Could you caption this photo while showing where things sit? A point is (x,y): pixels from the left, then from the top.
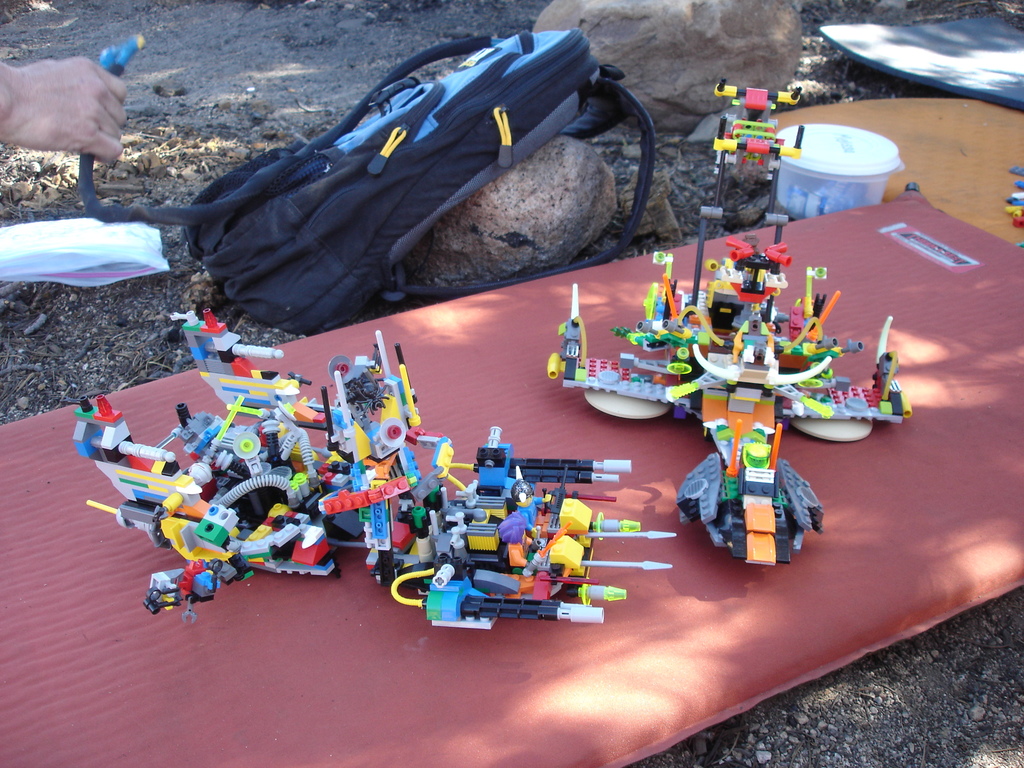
In this image we can see group of toys (491,533) placed on the surface (333,670). On the right side of the image (827,188) we can see a container (838,174). In the left side of the image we can see cover (141,267) placed on the ground (758,212) and a hand (75,115) of a person (120,147) holding a rope (81,179) of the bag (412,147). In the background (486,190), we can see some rocks (560,212).
